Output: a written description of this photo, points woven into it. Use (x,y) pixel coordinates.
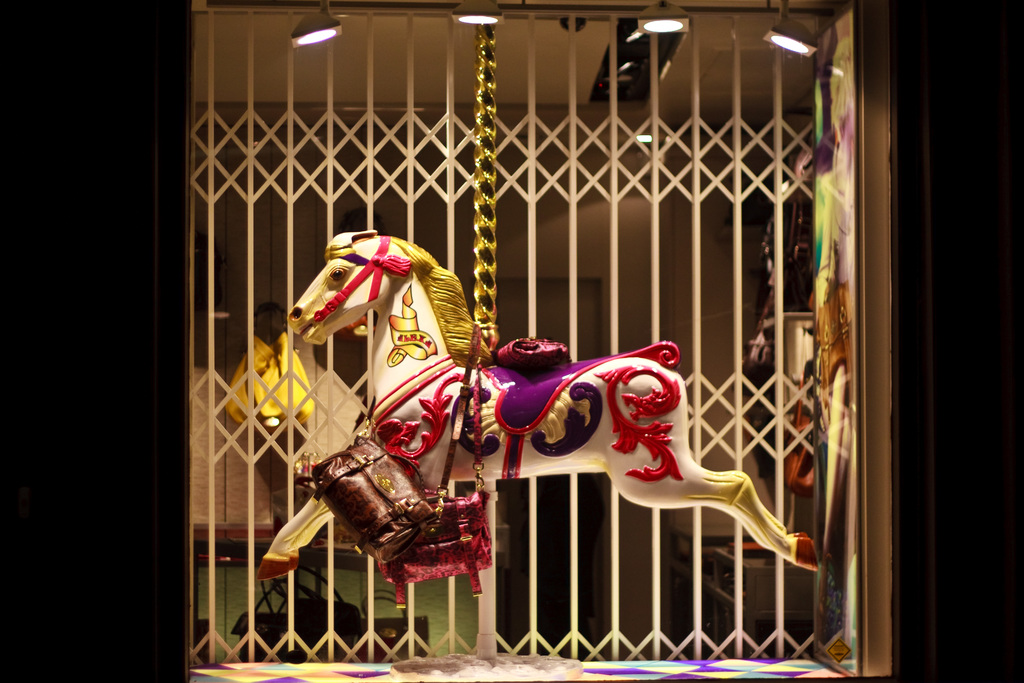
In this picture we can see a carousel horse (408,398) with bags (392,481). Behind the carousel horse (436,384) there is the iron grilles (231,184) and a board (840,349). Behind the iron grilles (630,177) there are some objects (202,262) and a wall (689,524). At the top (783,40) there are lights (770,40).
